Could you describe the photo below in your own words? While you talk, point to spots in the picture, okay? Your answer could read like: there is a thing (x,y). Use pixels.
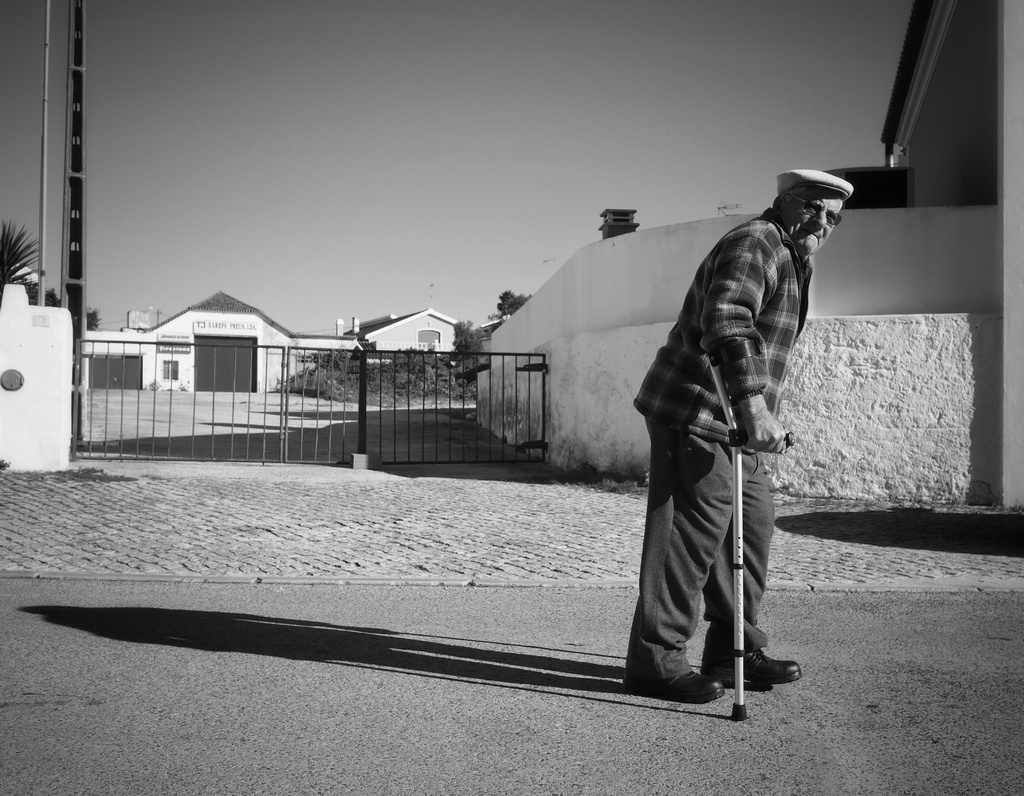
In the image we can see a man (664,482) wearing clothes (707,509), shoes (746,674), spectacles (813,212) and a cap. This is a stick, road (453,721), fence (365,407), building (160,350), pole (46,206), trees (32,244) and a sky (488,184).
